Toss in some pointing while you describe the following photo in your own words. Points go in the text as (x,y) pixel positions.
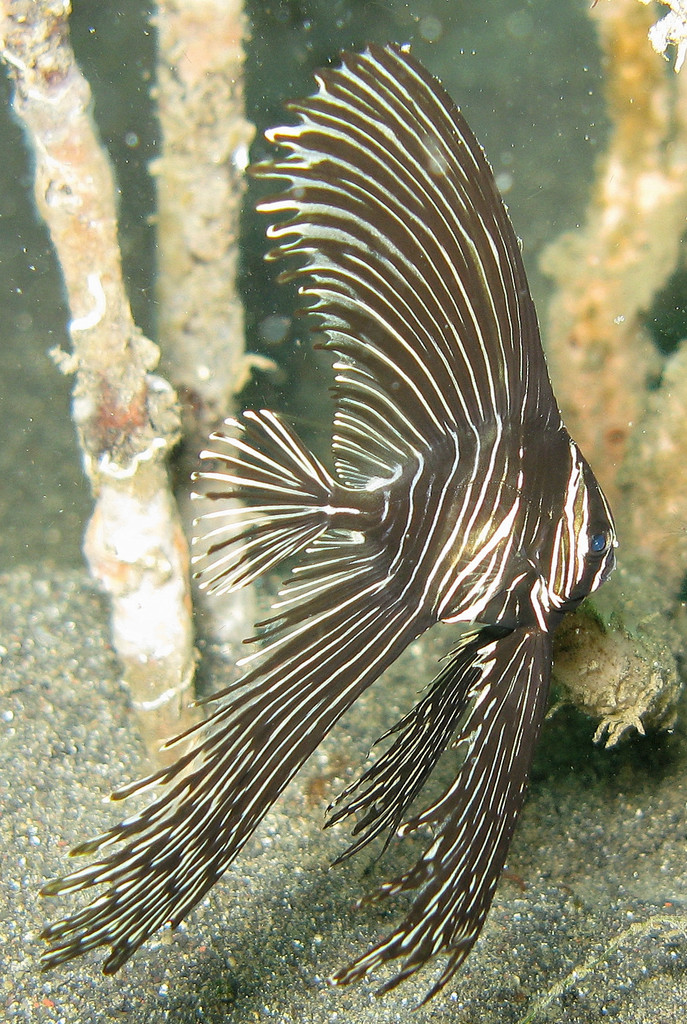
In this picture we can see a fish (249,510) and corals (627,687).
